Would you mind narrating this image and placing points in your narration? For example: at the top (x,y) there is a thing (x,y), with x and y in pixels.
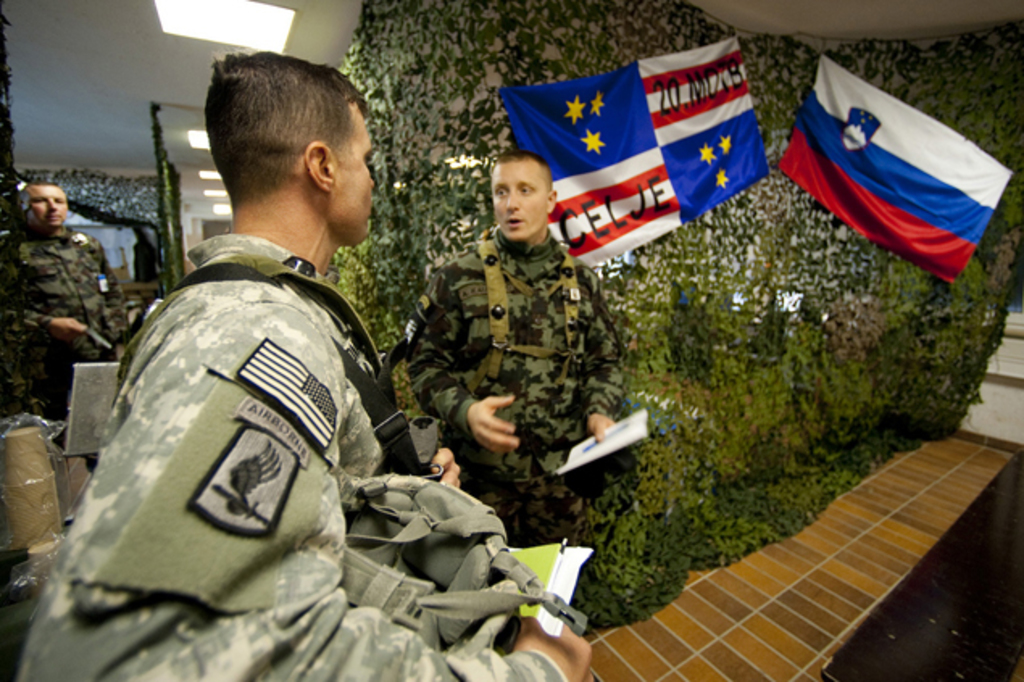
In this image we can see few people (505,381) standing and holding few objects (526,609), there are few objects (19,495) behind the person (104,489), there are flags (903,236) and a cloth (424,184) to the wall (1016,392) and there are lights (241,22) to the ceiling (195,127).
